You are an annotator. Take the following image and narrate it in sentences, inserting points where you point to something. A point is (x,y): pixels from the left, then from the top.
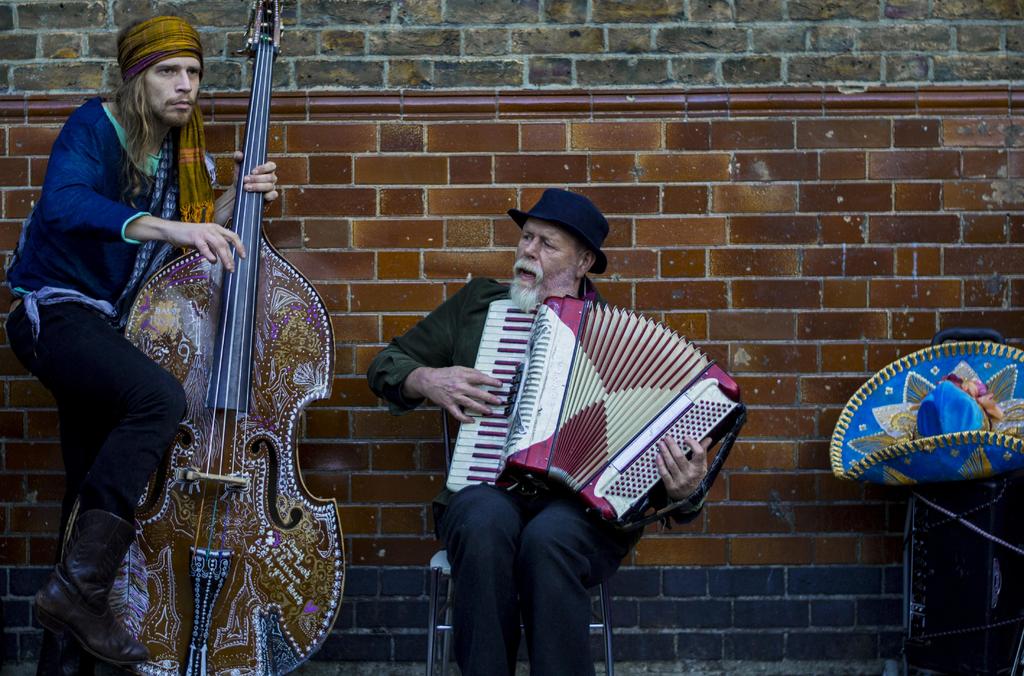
In this picture we can see two people (676,442) holding musical instruments (566,477) with their hands (675,463) and in the background (390,186) we can see the wall (920,259), cap (902,409) and some objects (948,504).
